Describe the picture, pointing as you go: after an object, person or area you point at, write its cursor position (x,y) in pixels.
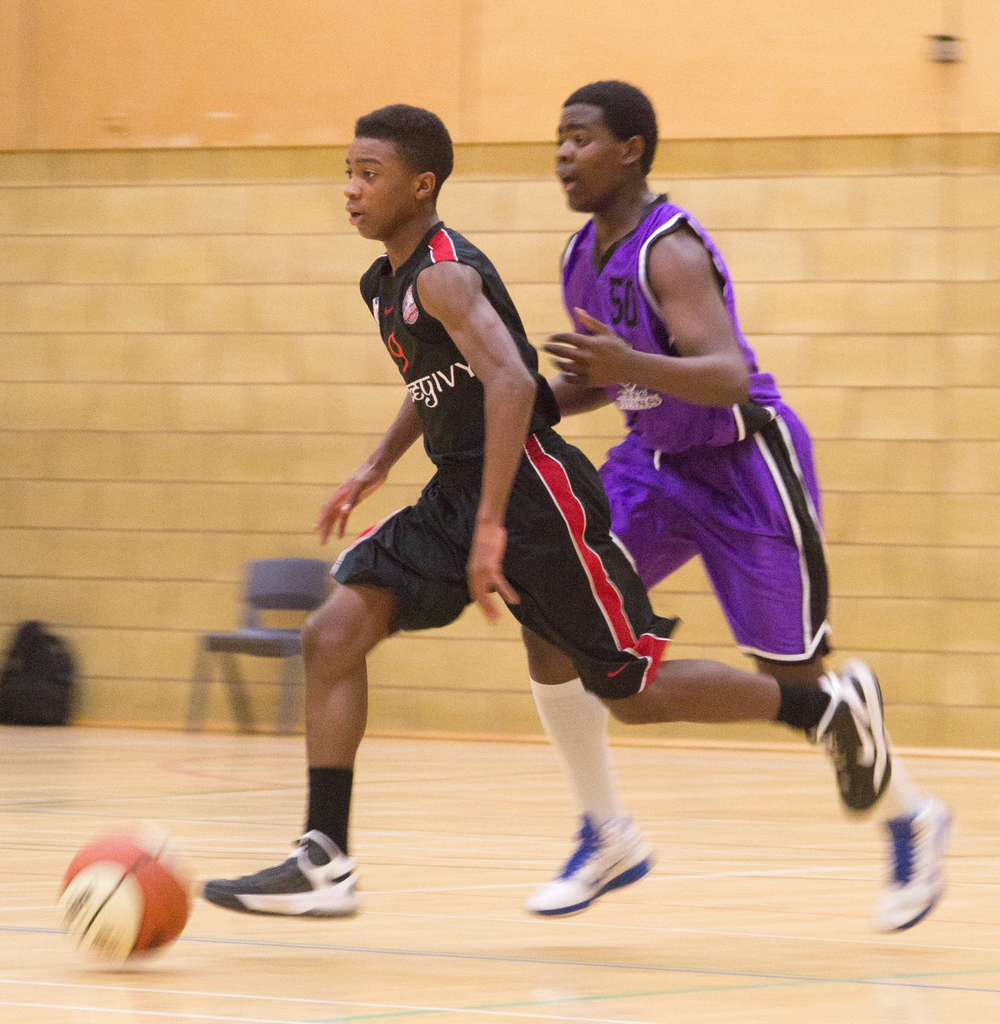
In the image the boy (521,354) in the front (515,351) in black dress (428,621) running on the floor (949,860) with basketball (120,884) in front of him and another boy (622,395) in purple dress (738,461) running on the right side (691,617), behind them there is a wall (736,91) with chair (260,604) in front of it.
